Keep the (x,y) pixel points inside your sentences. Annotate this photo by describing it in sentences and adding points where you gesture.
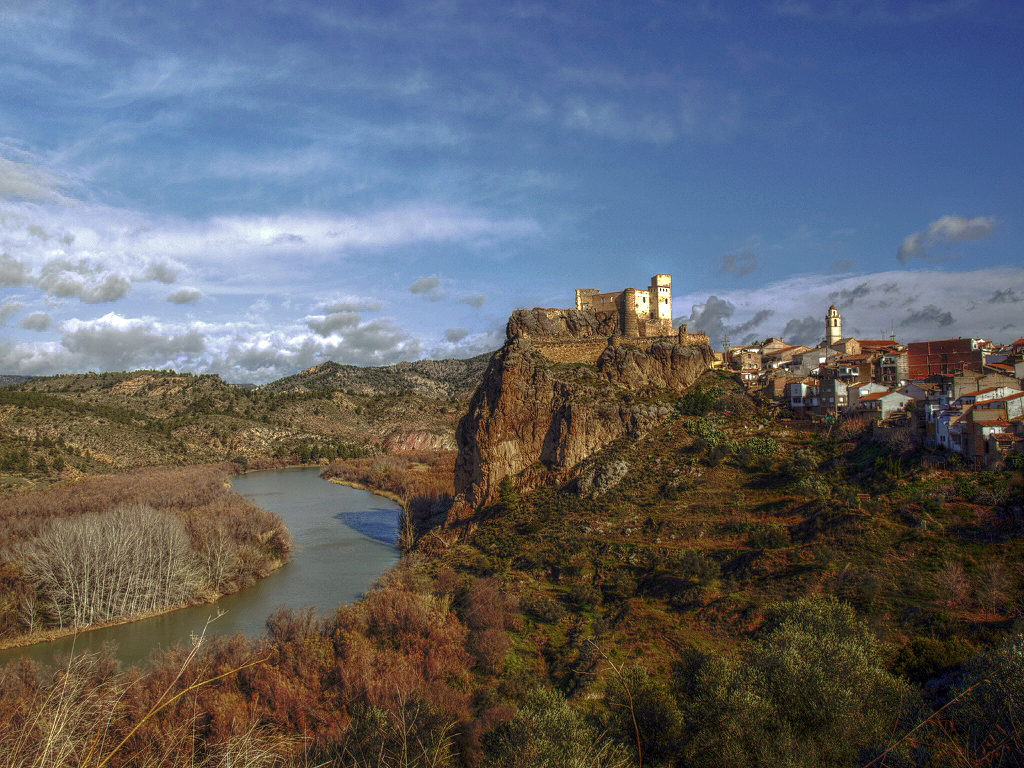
In this image I can see few plants (702,411) in green color and I can also see the water (365,531). In the background (828,404) I can see few buildings (895,399) and the sky (472,206) is in blue and white color.
